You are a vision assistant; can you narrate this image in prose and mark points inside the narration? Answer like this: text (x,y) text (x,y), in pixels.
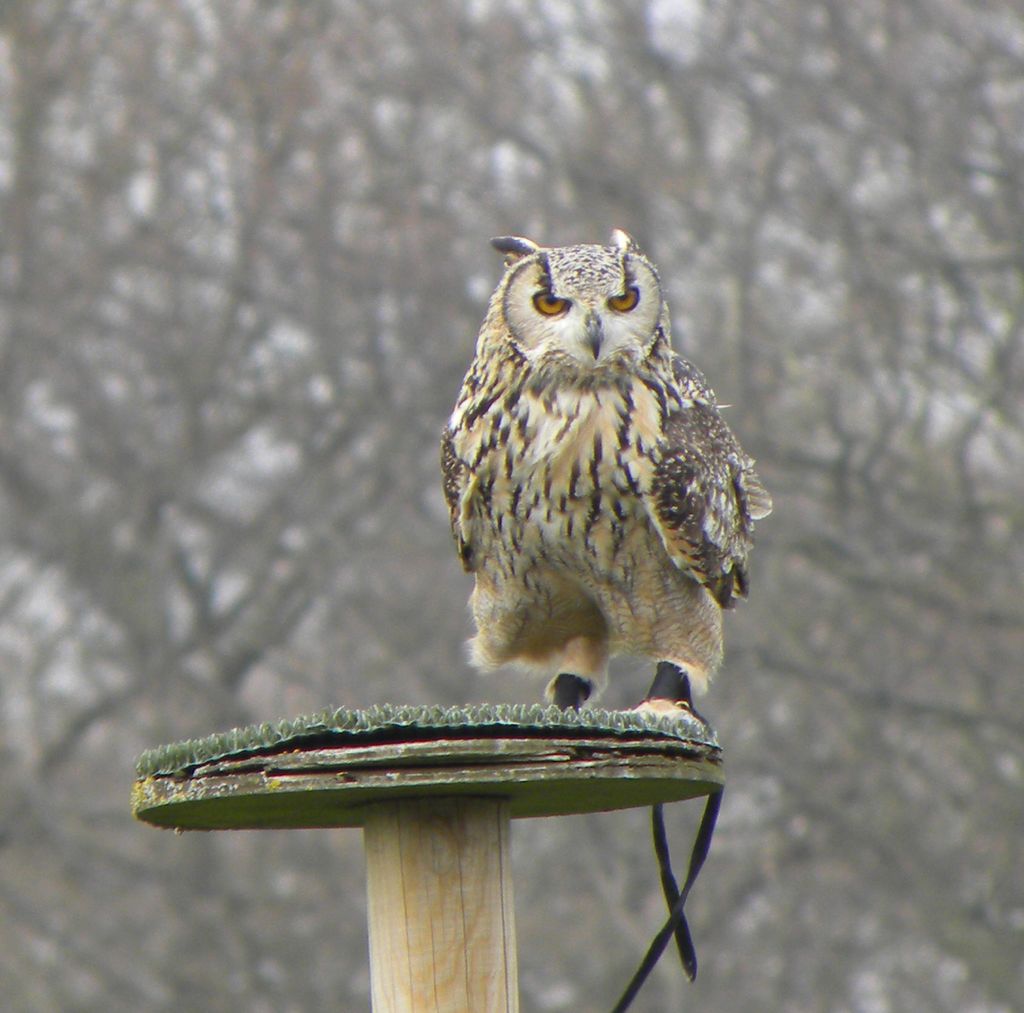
In this picture there is an owl (595,292) in the center of the image (620,439), on a wooden pole (497,846) and there are trees (597,172) in the background area of the image (1001,224).
